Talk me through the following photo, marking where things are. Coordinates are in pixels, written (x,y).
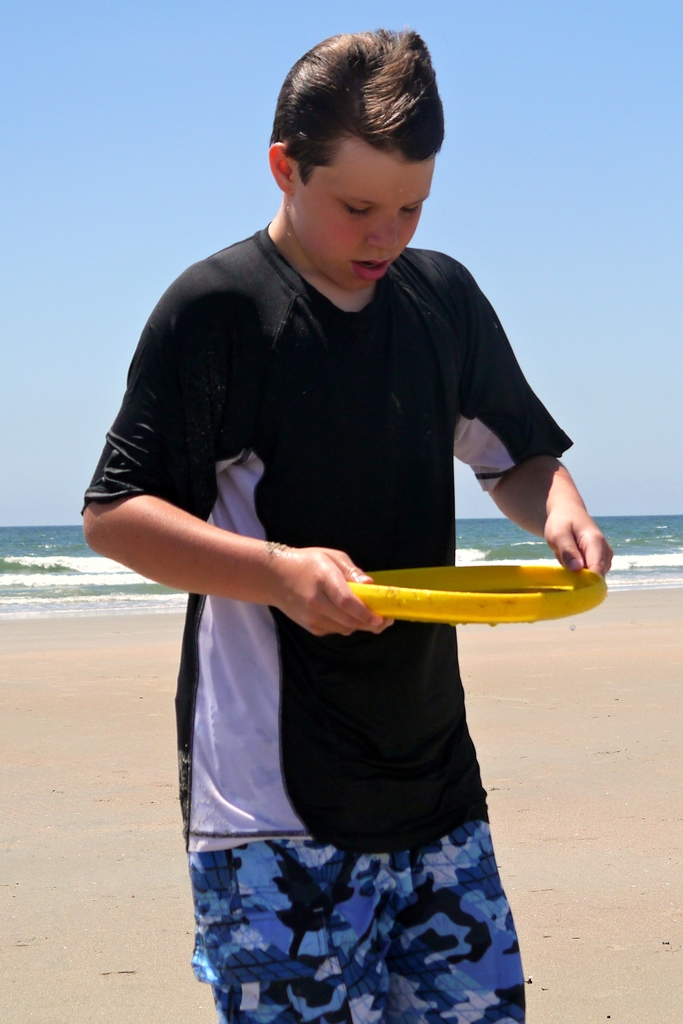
In the foreground of this image (325,472), there is a boy (287,608) standing and holding an object (469,589). In the background (89,576), there is water (86,571), sand (93,683) and the sky (83,263).
